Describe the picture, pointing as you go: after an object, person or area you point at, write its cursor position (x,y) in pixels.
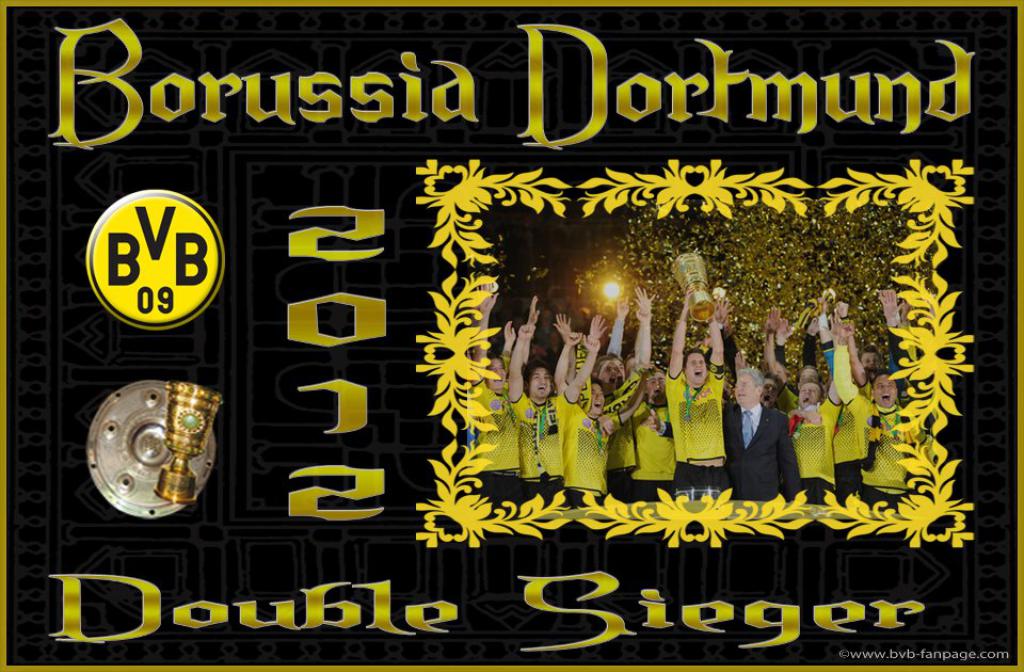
In this image I can see a poster (795,409). There is an image (675,423) on the right (739,429), in which people (612,424) are holding a trophy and there is a light (612,280) behind them. Some matter (451,67) is written on the poster (209,467) and there is a trophy (123,477). There is a black background (271,483).
